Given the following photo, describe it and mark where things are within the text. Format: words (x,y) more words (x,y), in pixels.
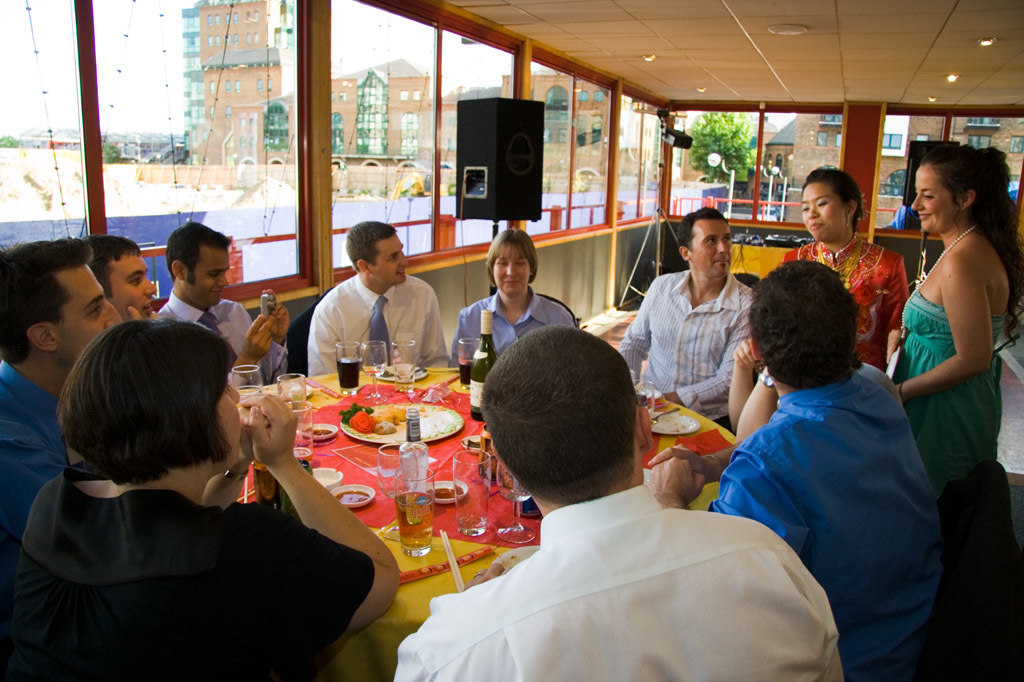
In this picture there is a group of people (350,251) they have a table (458,541) in front of them with the wine bottle (489,352), beverage glasses (475,492) and a plate (451,433) with food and in the backdrop (411,53) there is a window (388,161).
